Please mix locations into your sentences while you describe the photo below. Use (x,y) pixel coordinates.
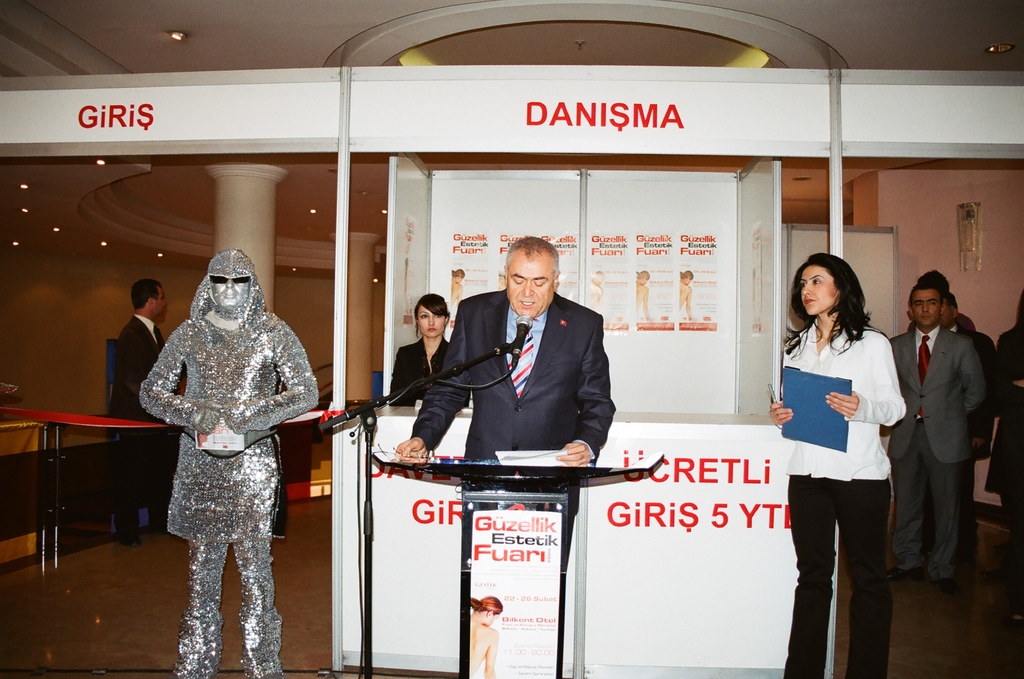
In the center of the image (494,415) we can see a man (549,399) standing and holding a paper (554,462), before him there is a podium (563,525) and we can see a mic (515,361) placed on the stand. On the left (257,655) there is a person (239,543). In the background (129,379) there are people (910,378), board (633,363) and a wall (916,198). We can see a pillar (240,192). At the top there are lights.
